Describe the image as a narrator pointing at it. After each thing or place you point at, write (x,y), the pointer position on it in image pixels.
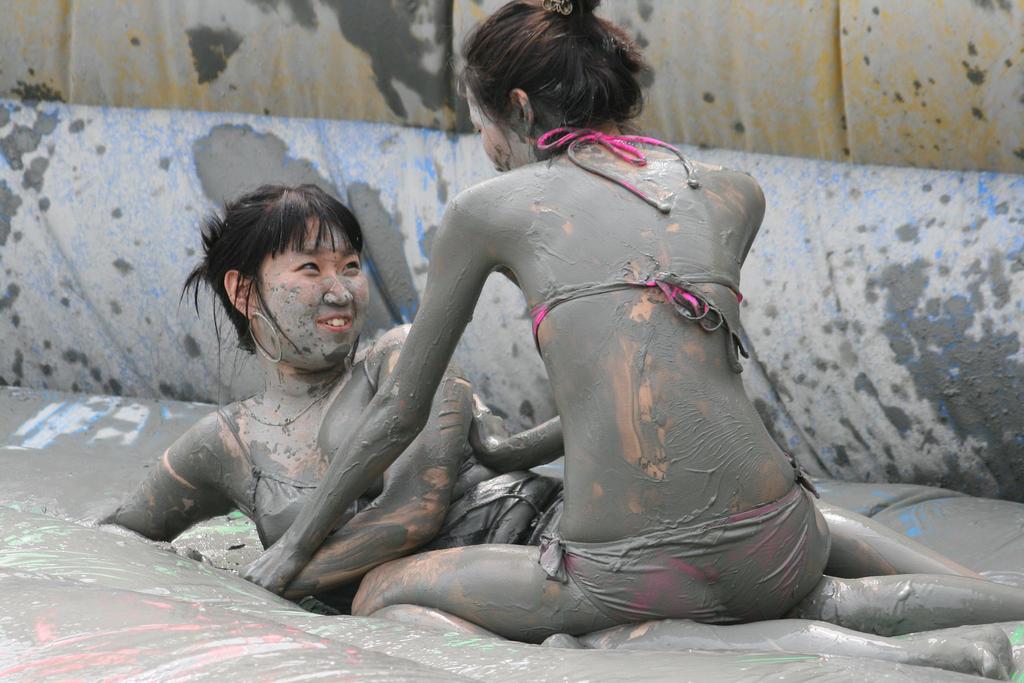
In this image there are persons (635,423) playing in the mud (383,452).
